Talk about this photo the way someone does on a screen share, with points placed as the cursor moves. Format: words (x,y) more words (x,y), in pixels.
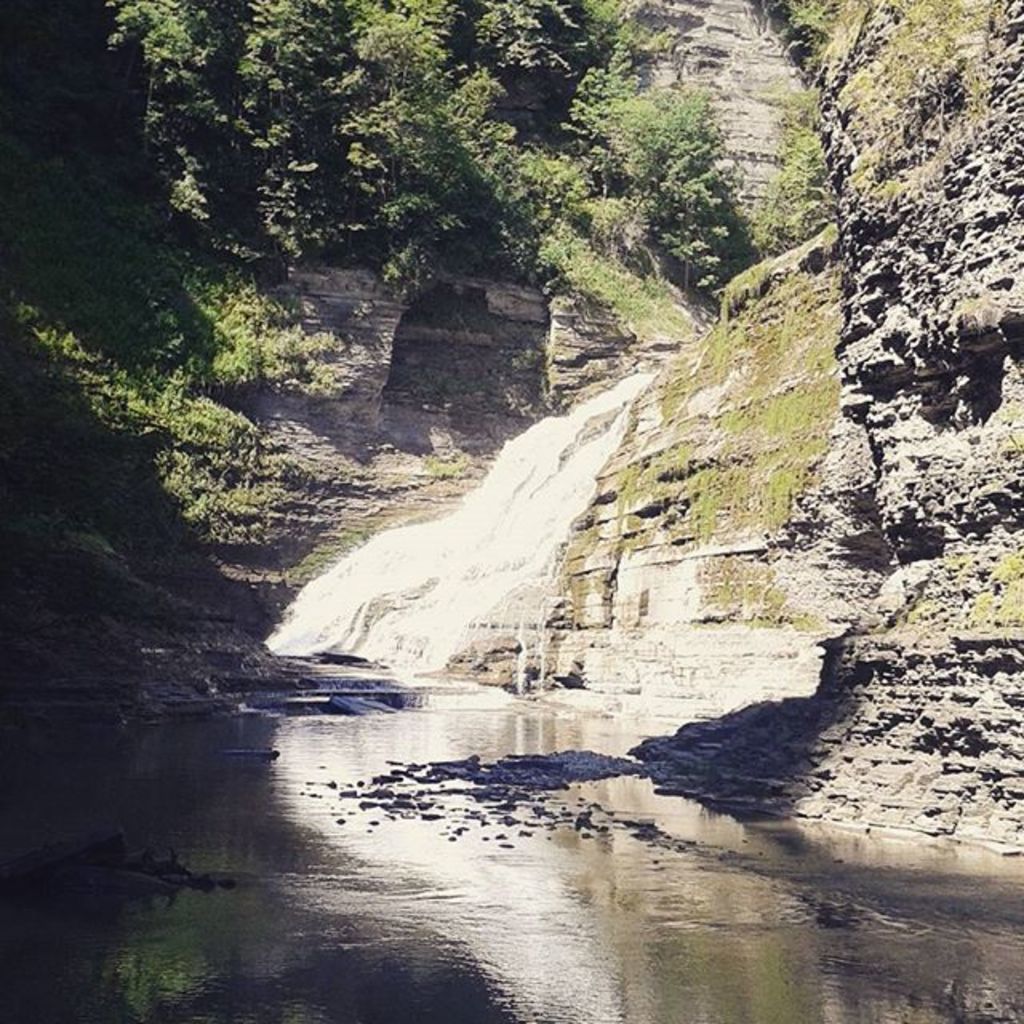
In this image I can see a waterfall (429,567), trees (270,355) and mountains (839,398). This image is taken may be during a day.
